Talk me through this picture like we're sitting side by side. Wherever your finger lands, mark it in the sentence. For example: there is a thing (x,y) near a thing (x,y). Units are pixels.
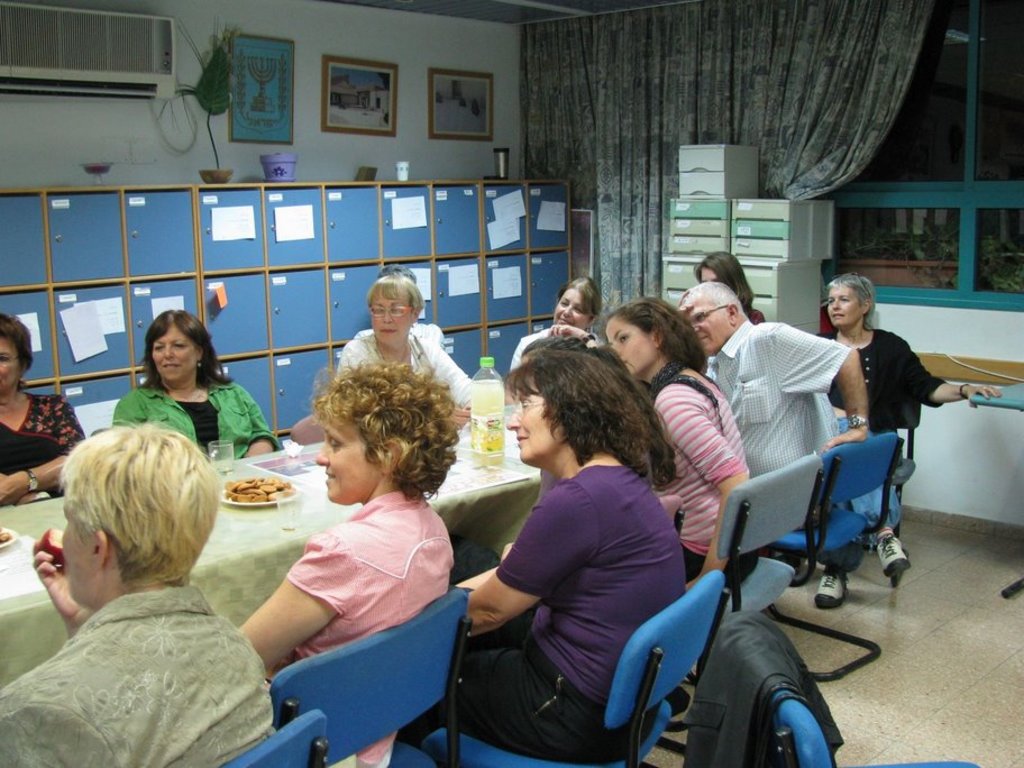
This picture is clicked inside. In the center (622,497) we can see the group of persons (672,473) are sitting on the chairs (758,586). In the foreground (799,671) we can see a black color jacket (781,681) is placed on the top of the blue color chair (821,739) and we can see the table (474,494) on the top of which bottle (490,445), glasses (285,492), plates (250,489) containing food items (263,487) and some other items (20,542) are placed. In the background (449,100) we can see the picture frames (333,93) are hanging on the wall (415,135) and we can see the air conditioner (114,49) and cabinets (428,218) on the top of which some items (207,173) are placed and we can see the windows (962,100), curtains (566,73), tables (1023,390) and many other objects (755,248).
